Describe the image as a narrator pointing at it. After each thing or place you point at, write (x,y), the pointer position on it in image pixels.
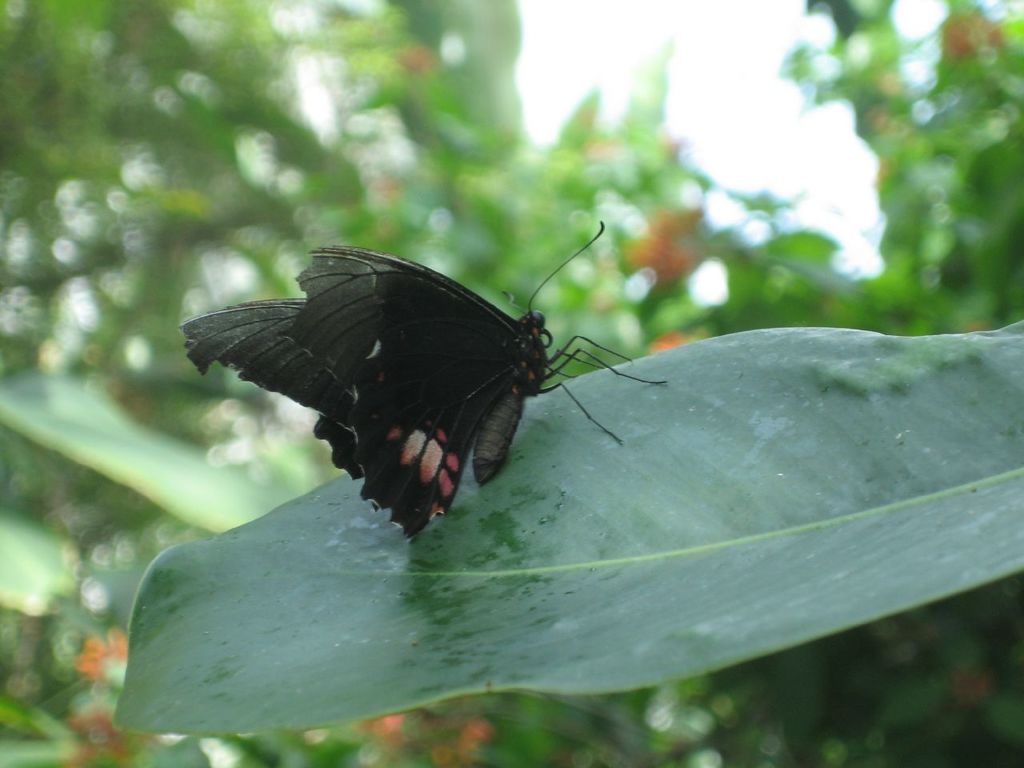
In this image there is a butterfly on the leaf (734,543). In the background of the image (729,208) there are trees (564,175) and sky (742,110).
